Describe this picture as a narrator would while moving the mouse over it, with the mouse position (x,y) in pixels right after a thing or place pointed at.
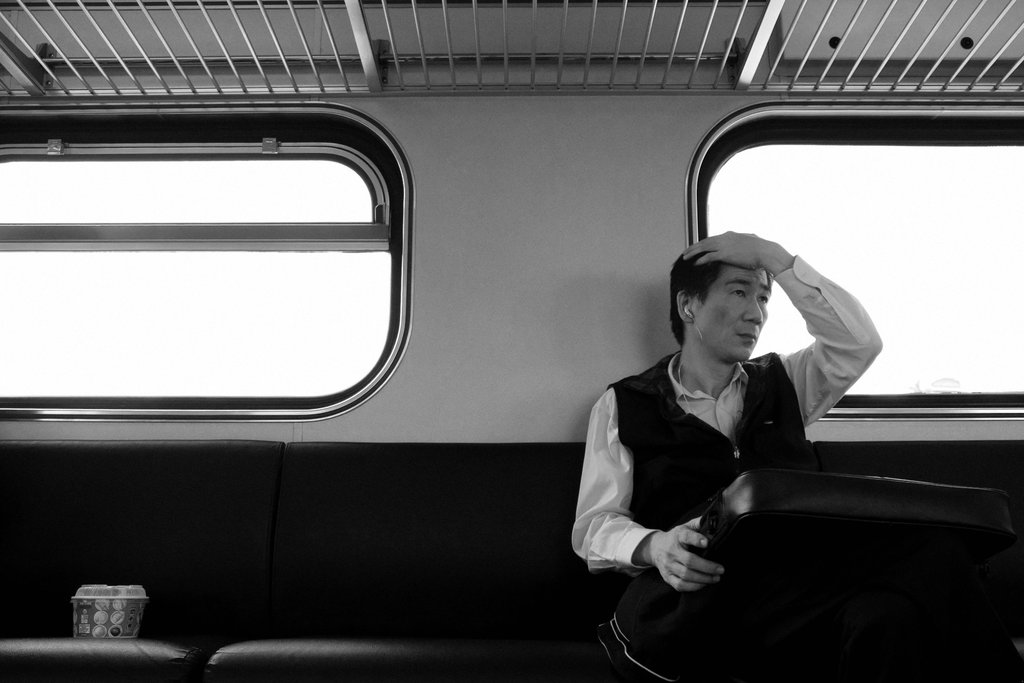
In this picture I can see a person (712,477) holding an item (741,510) and sitting on the seat (472,597), inside a vehicle (165,615), there are cups (123,590), windows (231,312) and iron grills (446,64).
